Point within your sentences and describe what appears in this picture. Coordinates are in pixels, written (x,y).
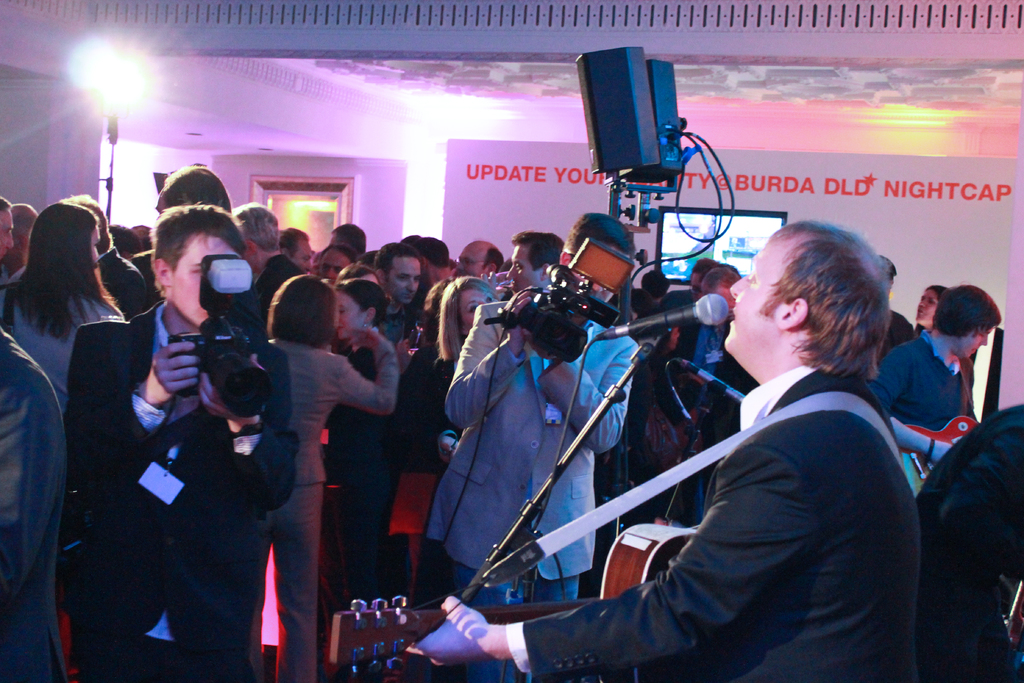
In this image we can see this person (187,436) is holding a camera (211,254), this person (834,540) is holding a guitar (357,632) and singing through the mic (706,301) which is in front of him, we can see this person (486,533) is holding a video camera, we can see a few more people (77,320) standing on the floor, we can see speakers (617,99). In the background (723,162), we can see the monitor (677,265), banners (881,226), light (130,71) and the wall (251,190).
